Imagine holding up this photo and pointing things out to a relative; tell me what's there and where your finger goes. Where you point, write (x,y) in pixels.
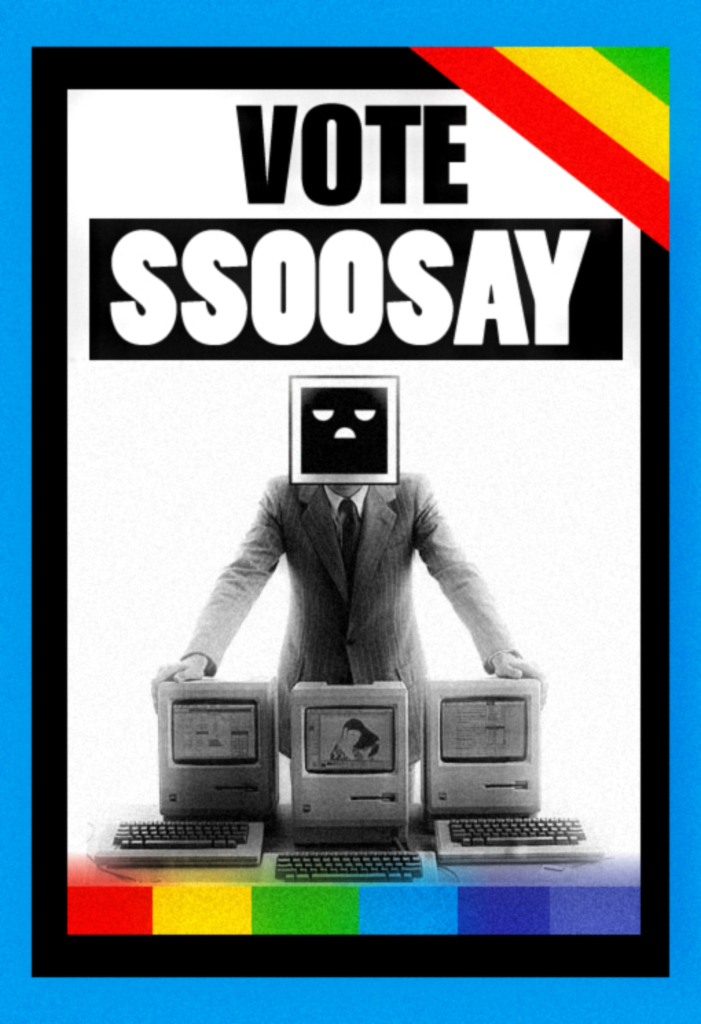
In this image we can see the poster (313,393).
